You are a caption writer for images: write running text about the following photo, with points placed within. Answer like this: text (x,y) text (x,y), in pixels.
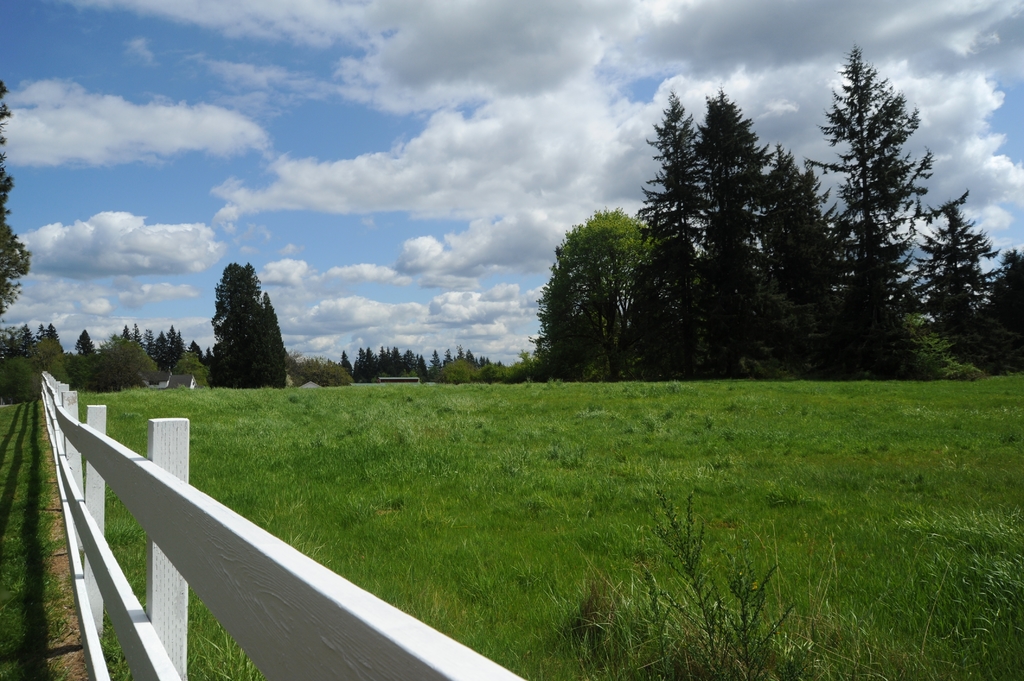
In this image we can see a wooden fencing (96,510) on the left side (50,437). On the ground (531,439) there is grass (430,444). In the background (195,362) there are trees (372,372) and sky (314,160) with clouds (311,173).
